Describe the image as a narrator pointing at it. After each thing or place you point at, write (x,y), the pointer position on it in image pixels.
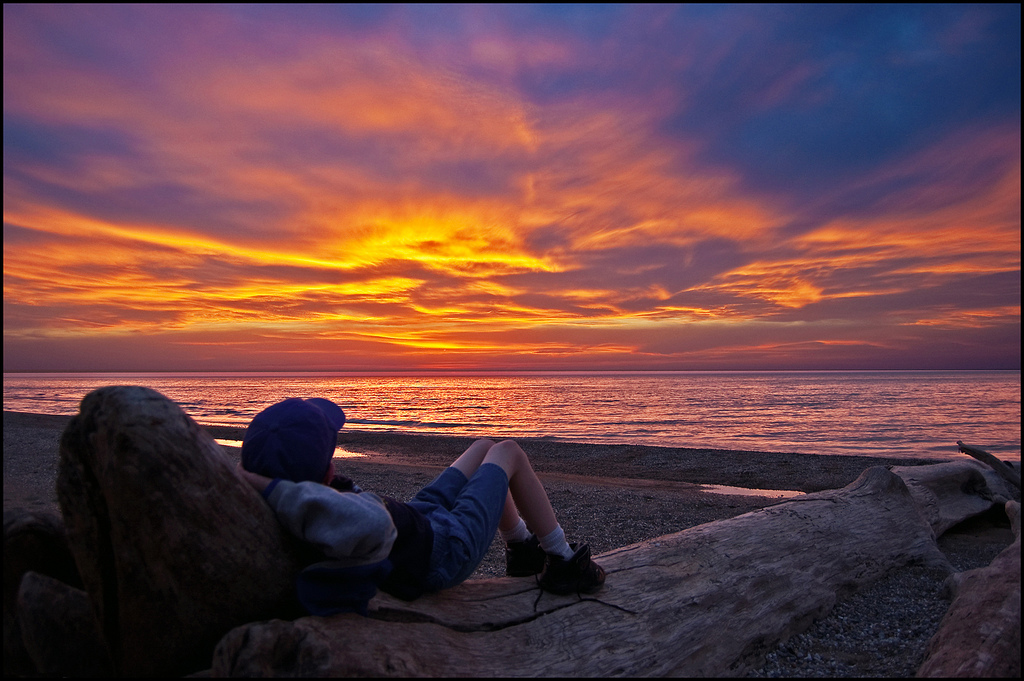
In this picture I can see a human (390,535) lying on the tree bark (310,625) and I can see water (353,400) and sunlight (462,306) in the sky (497,168) and I can see few stones (648,506) on the ground (663,528).
